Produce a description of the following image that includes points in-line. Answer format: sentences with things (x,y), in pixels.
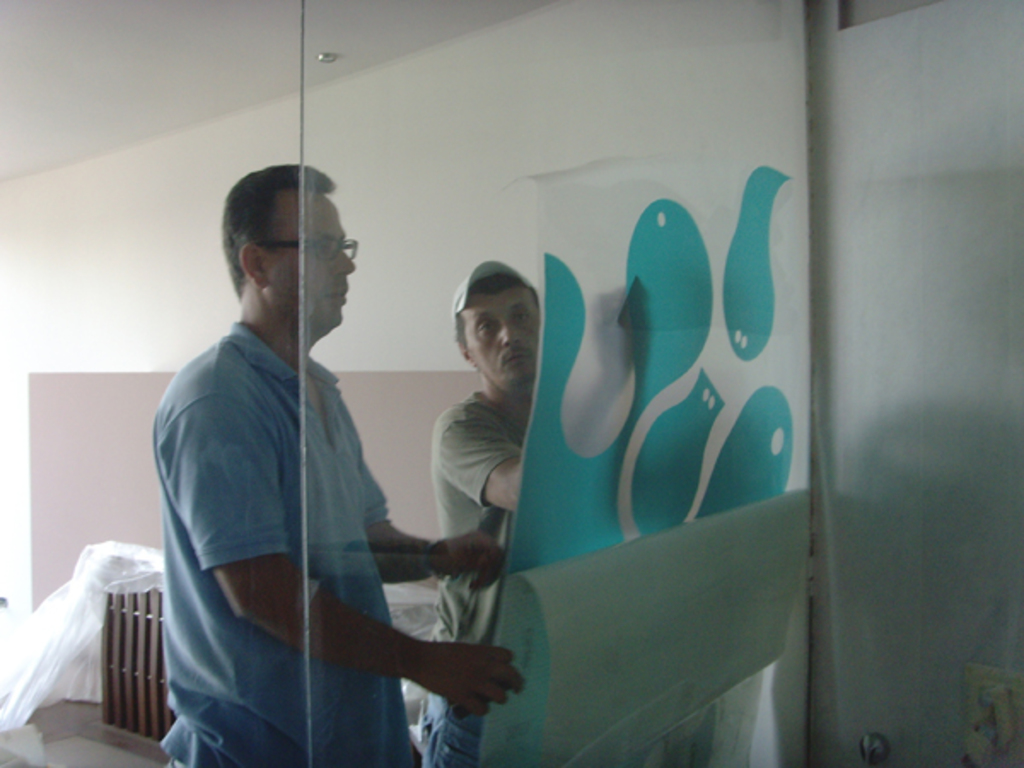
This picture is clicked inside. In the center (480,340) we can see the two persons (358,466) wearing t-shirts (467,591), holding some object (640,500). In the background (104,215) there is a wall (108,226), roof (195,27) and some wooden object (132,707).
